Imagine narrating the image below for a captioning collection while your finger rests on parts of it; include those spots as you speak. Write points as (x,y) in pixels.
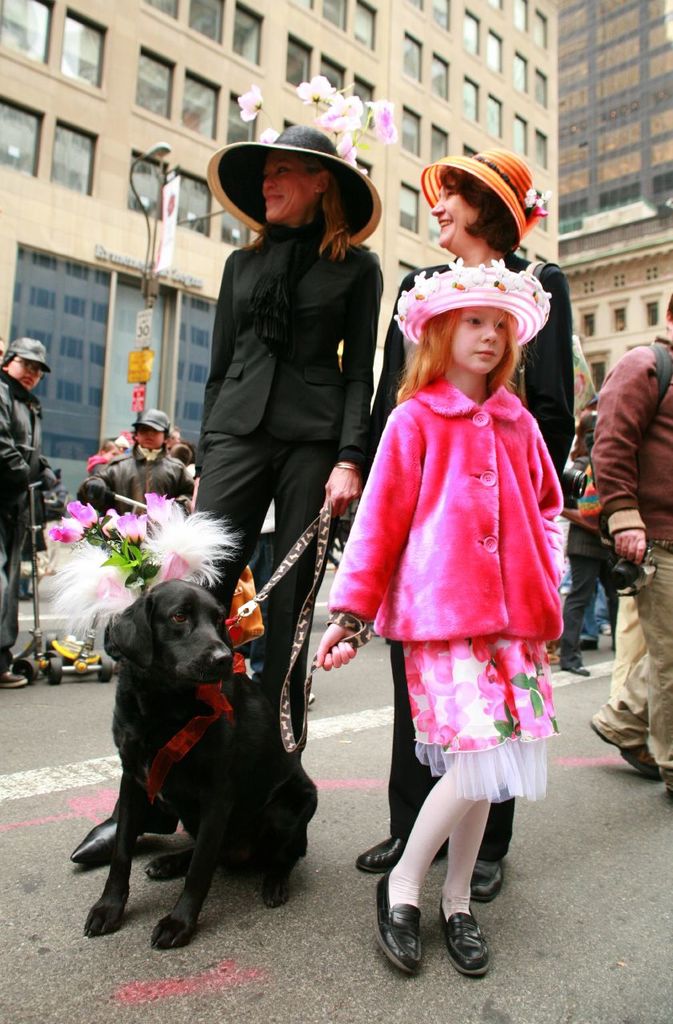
Two women (270,177), a girl (473,603) and a dog (157,764) are standing on a road (277,926). There are some people (645,604) surrounding them.
